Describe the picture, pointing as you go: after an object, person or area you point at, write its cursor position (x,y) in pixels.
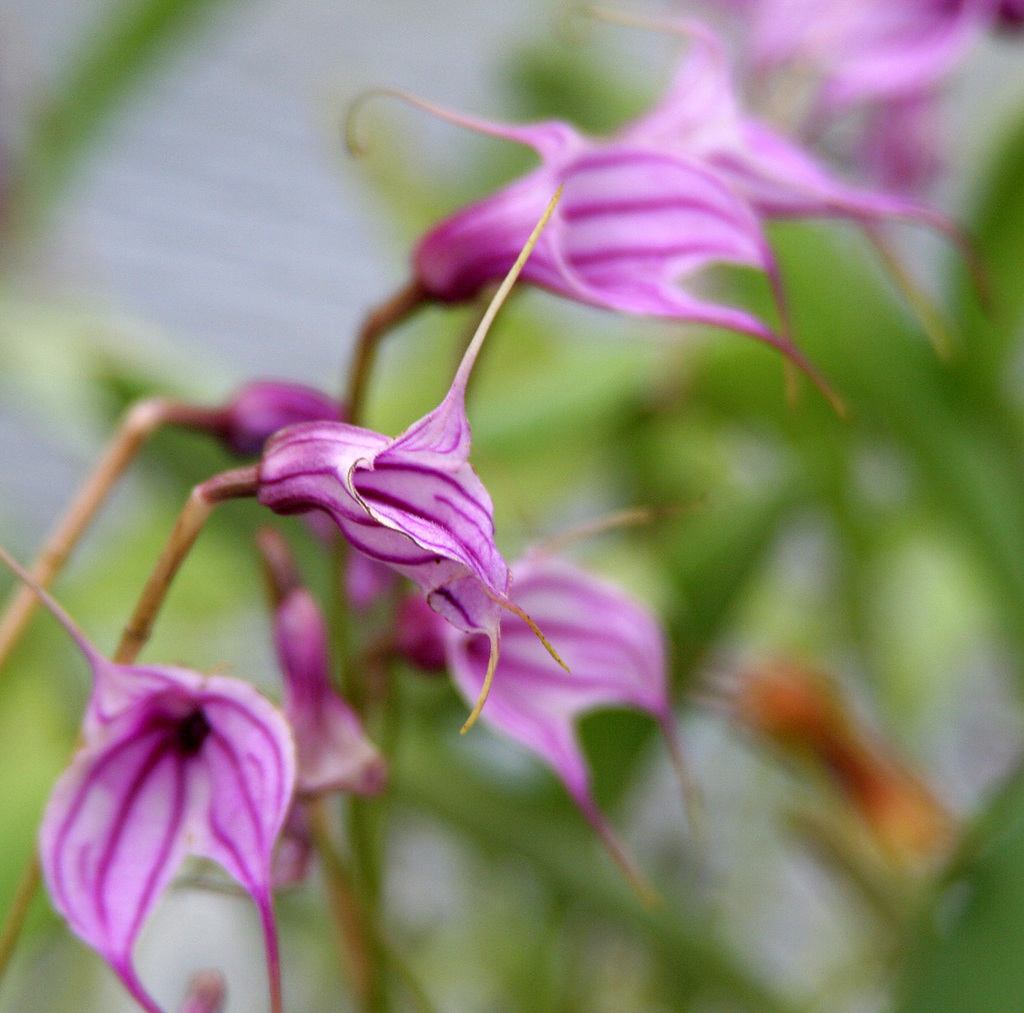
In this image I can see few flowers (345,509) which are pink in color to the tree (312,561) which is green and brown in color. I can see the blurry background (659,460).
